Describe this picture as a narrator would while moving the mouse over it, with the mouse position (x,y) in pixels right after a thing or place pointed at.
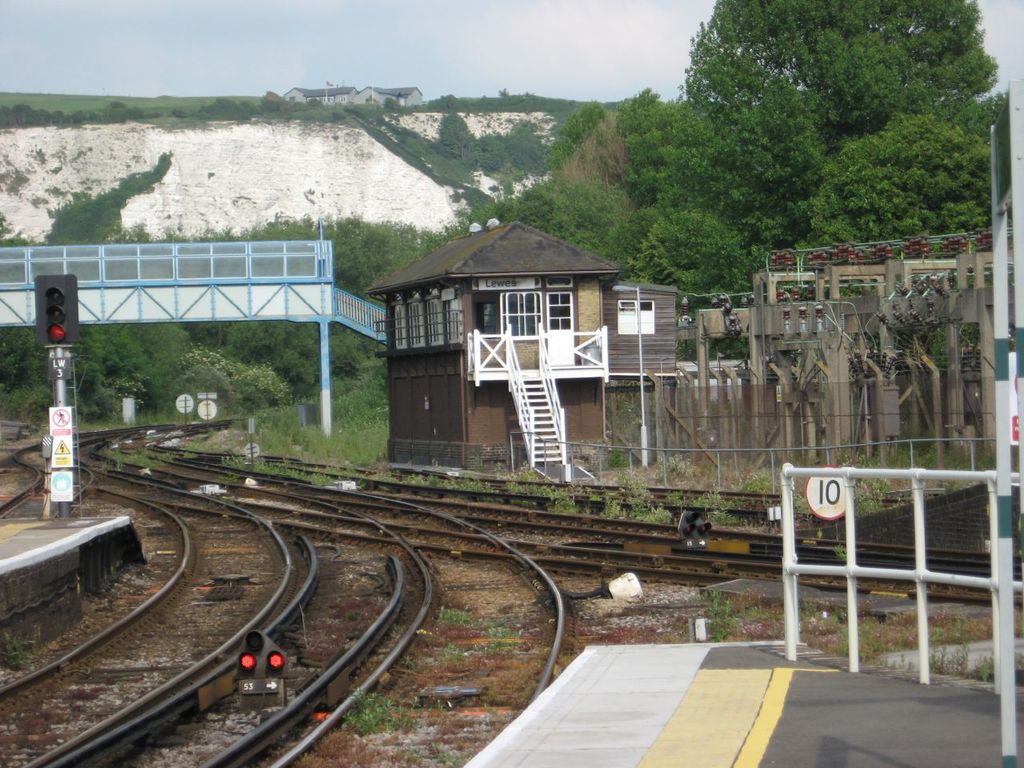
In the background (657,66) we can see the sky (387,21), houses (294,93), trees (735,66) and the thicket (697,156). In this picture we can see a bridge (339,308), wooden house (525,358) with a staircase (542,404). On the right side of the picture (893,332) we can see the electrical substation (949,349) and we can see a railing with a number board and a pole (1006,517). On the left side of the picture (185,410) we can see the boards (206,407), poles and a traffic signal (71,285). At the bottom portion of the picture (297,576) we can see the railway track (565,606) and few tiny plants (512,644).
